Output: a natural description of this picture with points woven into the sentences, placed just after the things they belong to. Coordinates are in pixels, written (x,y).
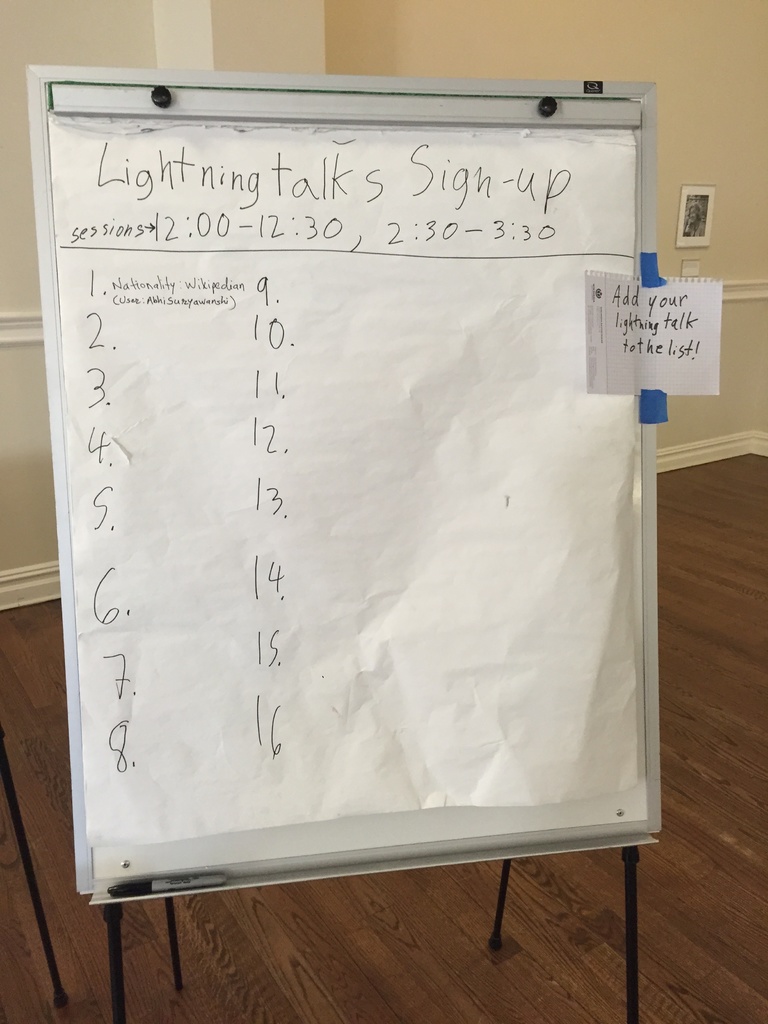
In the picture we can see a board (224,643) to the stand (634,874) which is placed on the wooden floor (548,921) and on the board (69,521) we can see a white sheet (600,643) with numbers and behind it we can see a wall (759,191) which is cream in color and on it we can see a small photo frame (685,246).
